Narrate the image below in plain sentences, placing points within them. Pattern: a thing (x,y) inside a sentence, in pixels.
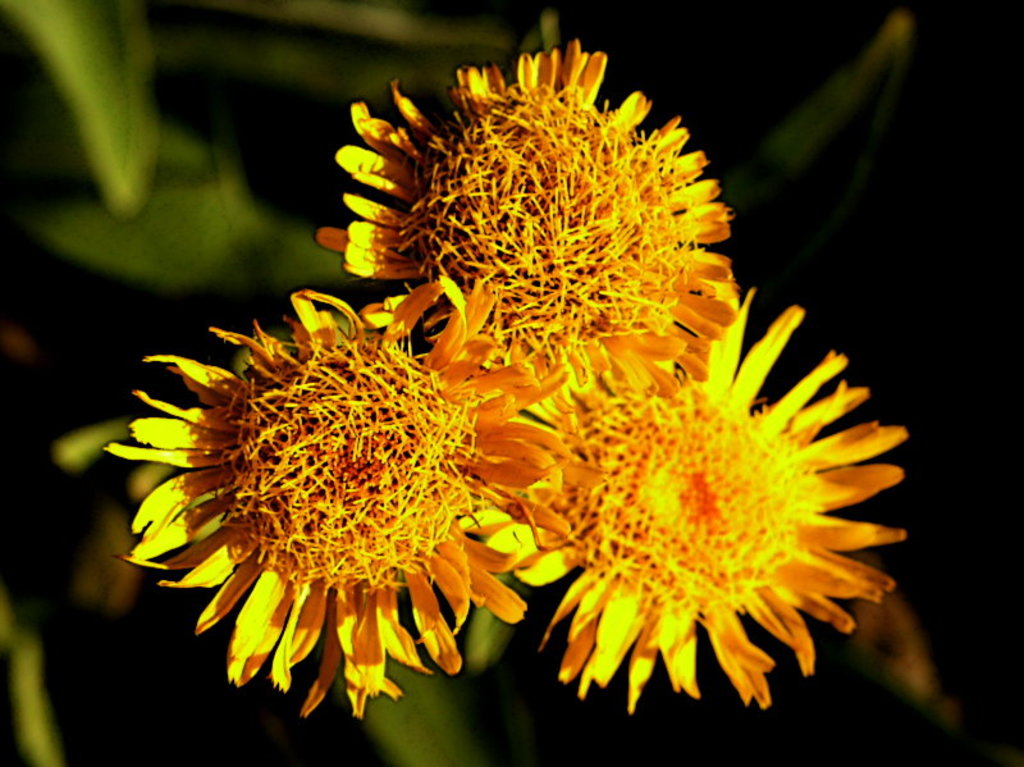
In this image in the front (460,358) there are flowers (519,368) and the background (972,263) is blurry.
